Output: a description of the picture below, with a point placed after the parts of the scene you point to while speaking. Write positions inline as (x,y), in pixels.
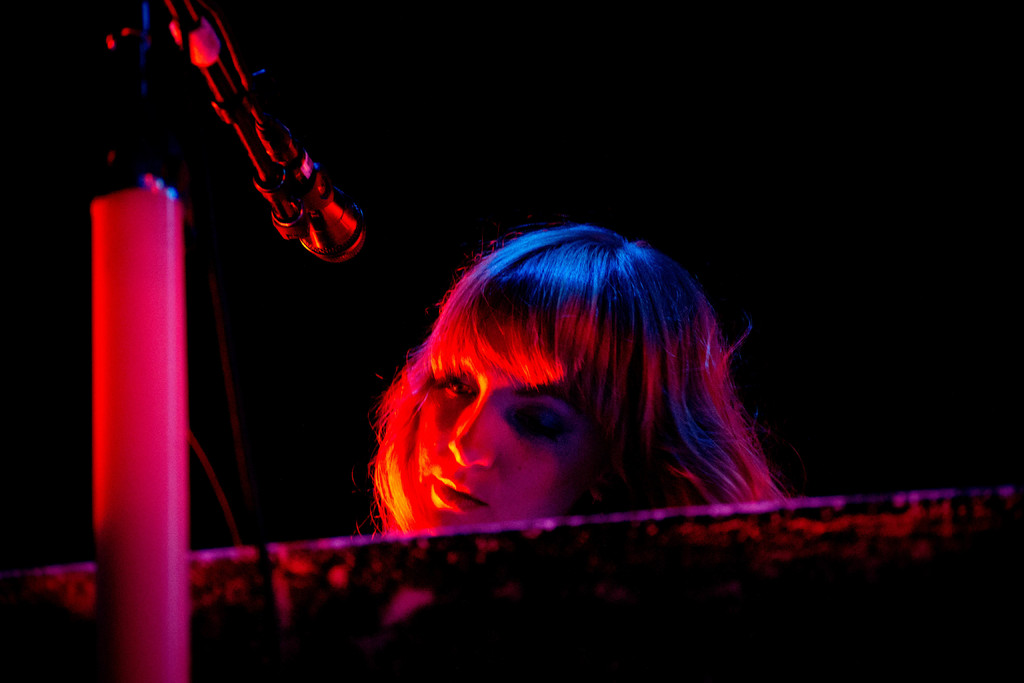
In this image we can see a woman (531,378), mic (314,174) and a mic stand (128,390).
